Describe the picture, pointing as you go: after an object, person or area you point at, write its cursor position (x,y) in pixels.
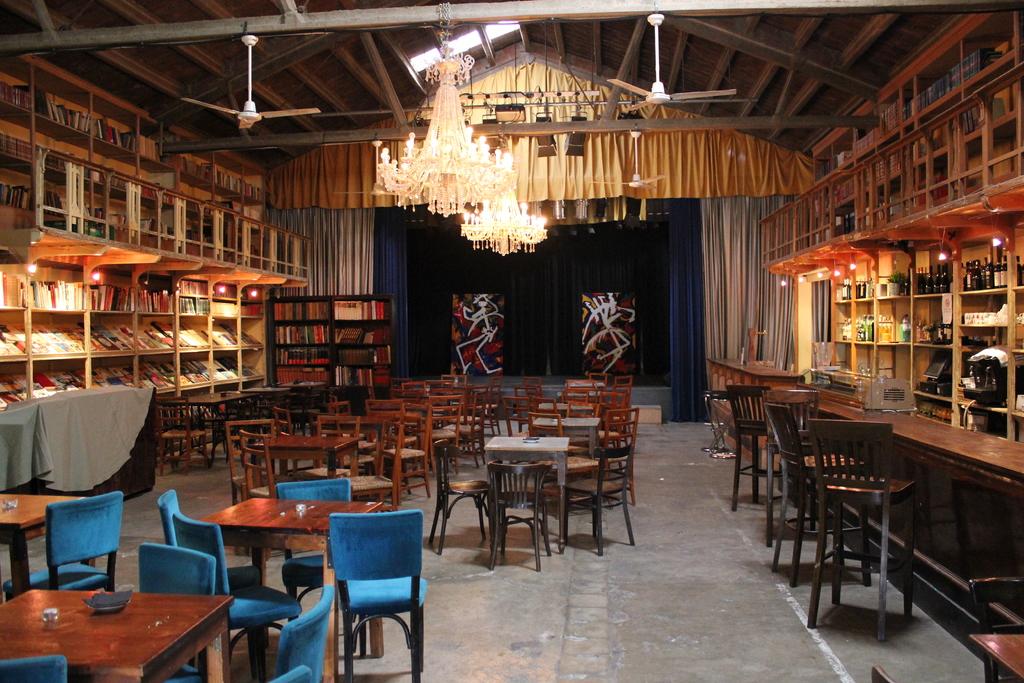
In this image I can see a room (68,602) which has many tables (114,648) and chairs (346,554). There are bookshelves (277,370) on the left (43,354). There are glass bottles (901,328) on the right (868,305). There are chandeliers (474,180) and fans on the top (474,209) and curtains (559,265) at the back (520,265).
